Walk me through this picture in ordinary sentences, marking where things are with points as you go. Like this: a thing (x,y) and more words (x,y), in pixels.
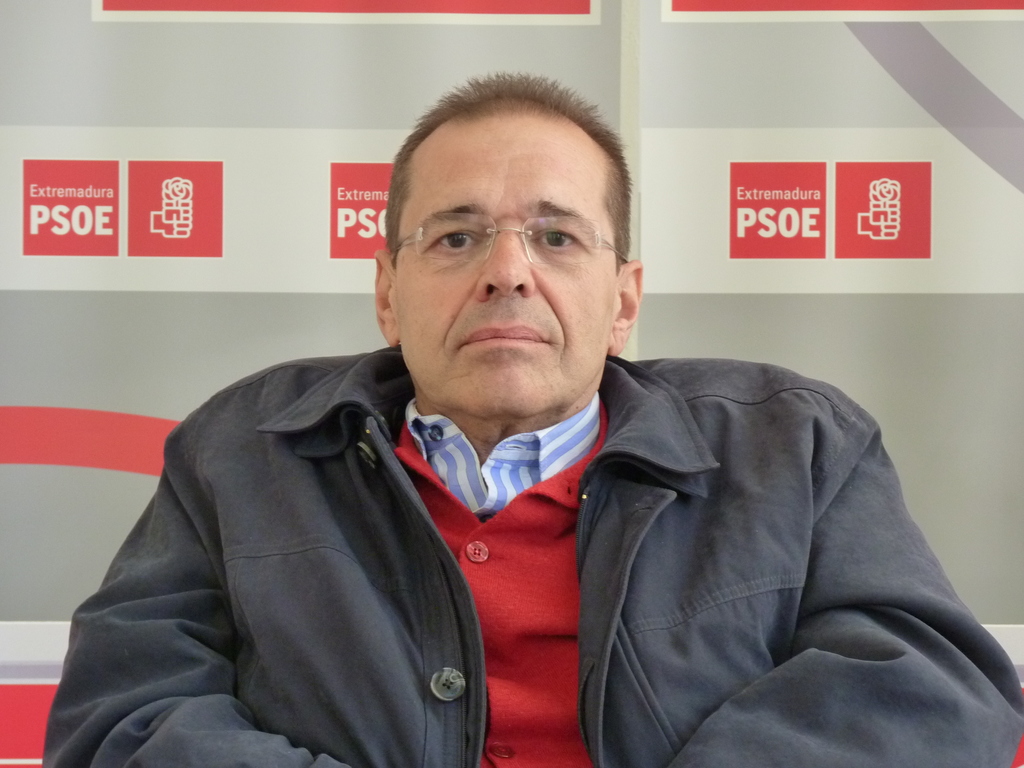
In this image, we can see a person (560,603) is watching and wearing glasses (485,259). Background (8,436) we can see the banner (767,80).
